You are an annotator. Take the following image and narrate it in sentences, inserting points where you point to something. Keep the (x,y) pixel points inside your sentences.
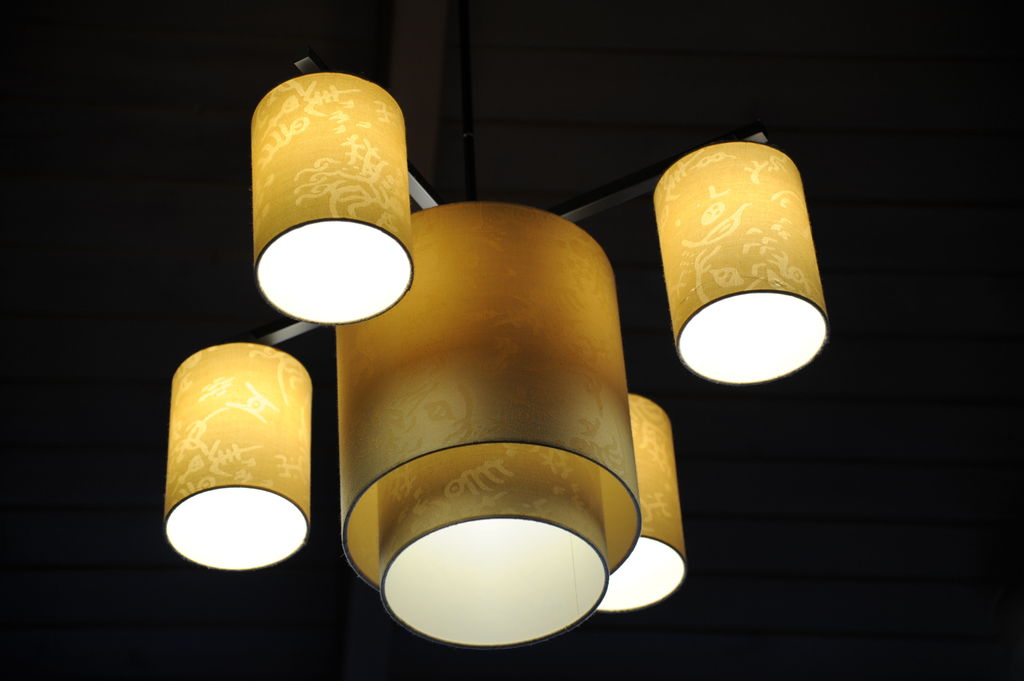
In this image I can see few lights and I can see dark background (600,664).
